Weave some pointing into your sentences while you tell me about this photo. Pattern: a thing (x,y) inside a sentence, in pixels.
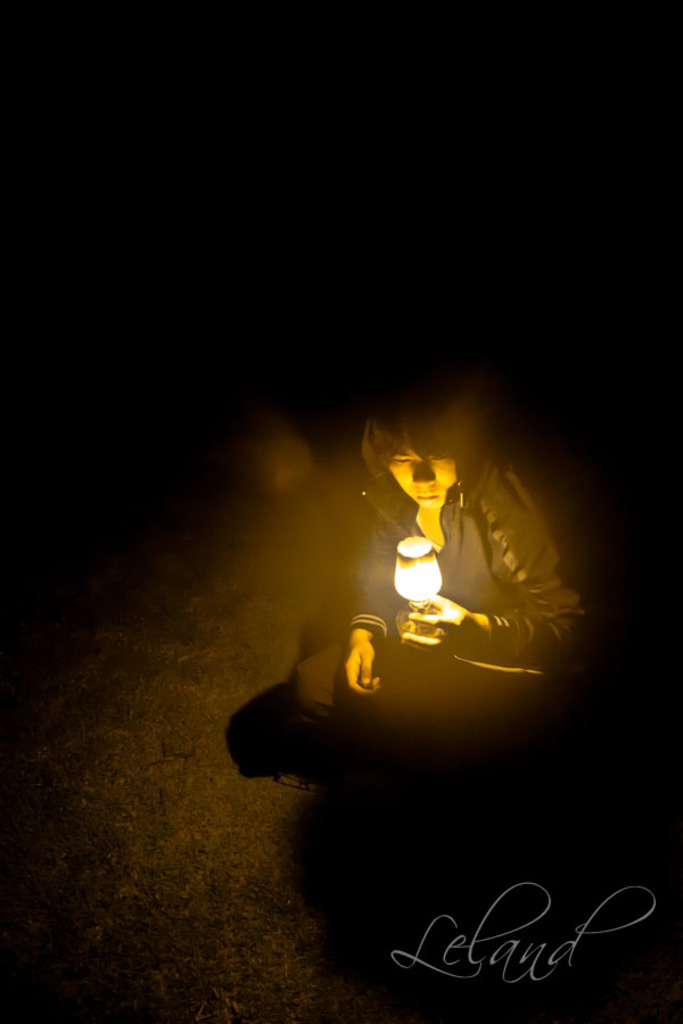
In this image we can see a person (271,727) and the light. In the background of the image (386,151) there is a black background (342,178). At the bottom of the image (225,921) there is the grass (73,870). On the image there is a watermark (471,957).
